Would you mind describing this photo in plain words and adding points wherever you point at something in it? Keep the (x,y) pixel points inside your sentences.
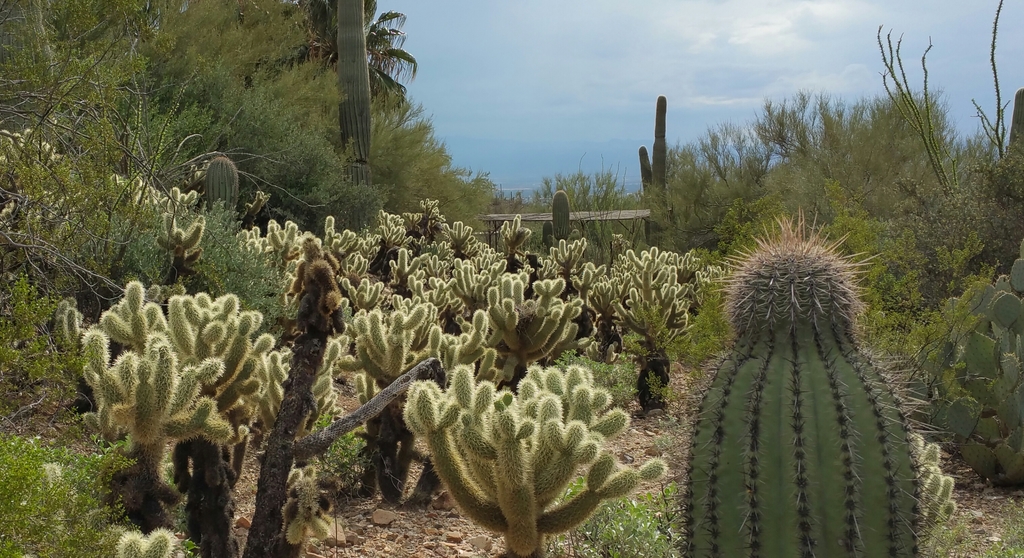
In this image I can see few plants (551,416) which are green in color and I can see number of spikes (810,303) to them. I can see the ground (408,520), few stones (392,544) and few trees (729,246). In the background (705,90) I can see the sky (666,89).
